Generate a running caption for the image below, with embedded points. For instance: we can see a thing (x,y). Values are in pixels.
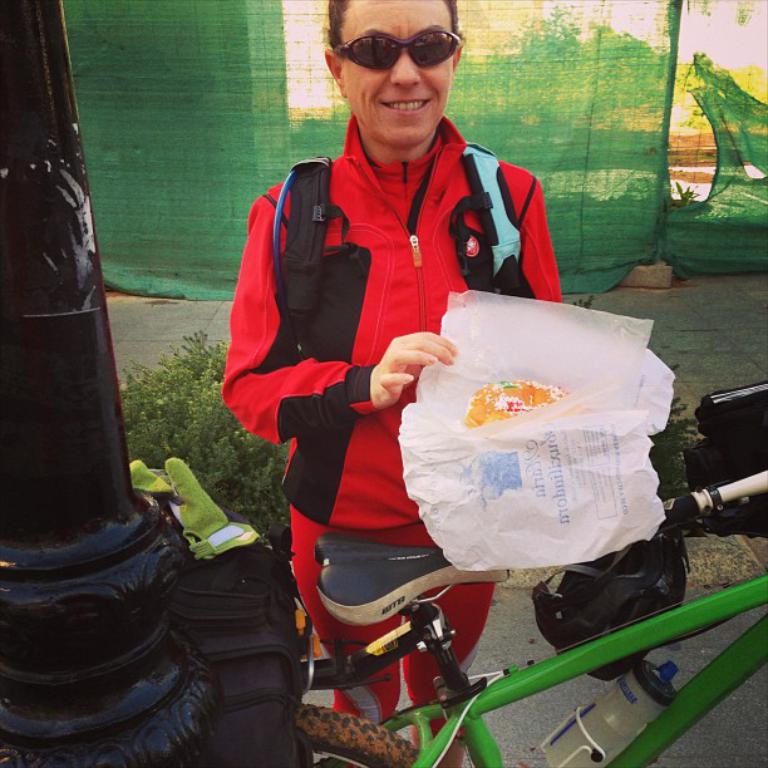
There is a person (344,413) standing and wore glasses (378,61), in front of this person (370,387) we can see bicycle (395,576) and we can see bag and pole (28,66), behind this woman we can see plants (753,79).
